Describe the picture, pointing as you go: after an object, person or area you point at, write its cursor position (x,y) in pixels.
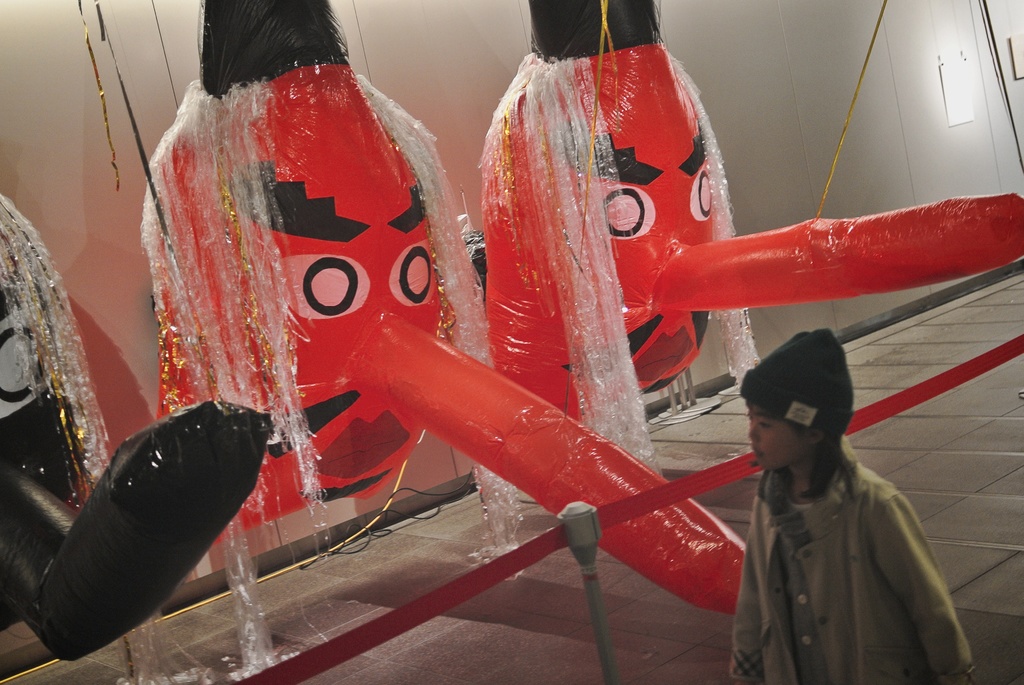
At the bottom of the picture (844,574), we see the girl (882,490) is standing. She is wearing a cap (817,411). Beside her, we see the barrier pole (595,534). In the background (423,510), we see a wall (129,81) and the inflated balloons (242,338) in red and black color. At the bottom (397,648), we see the floor (383,607).
